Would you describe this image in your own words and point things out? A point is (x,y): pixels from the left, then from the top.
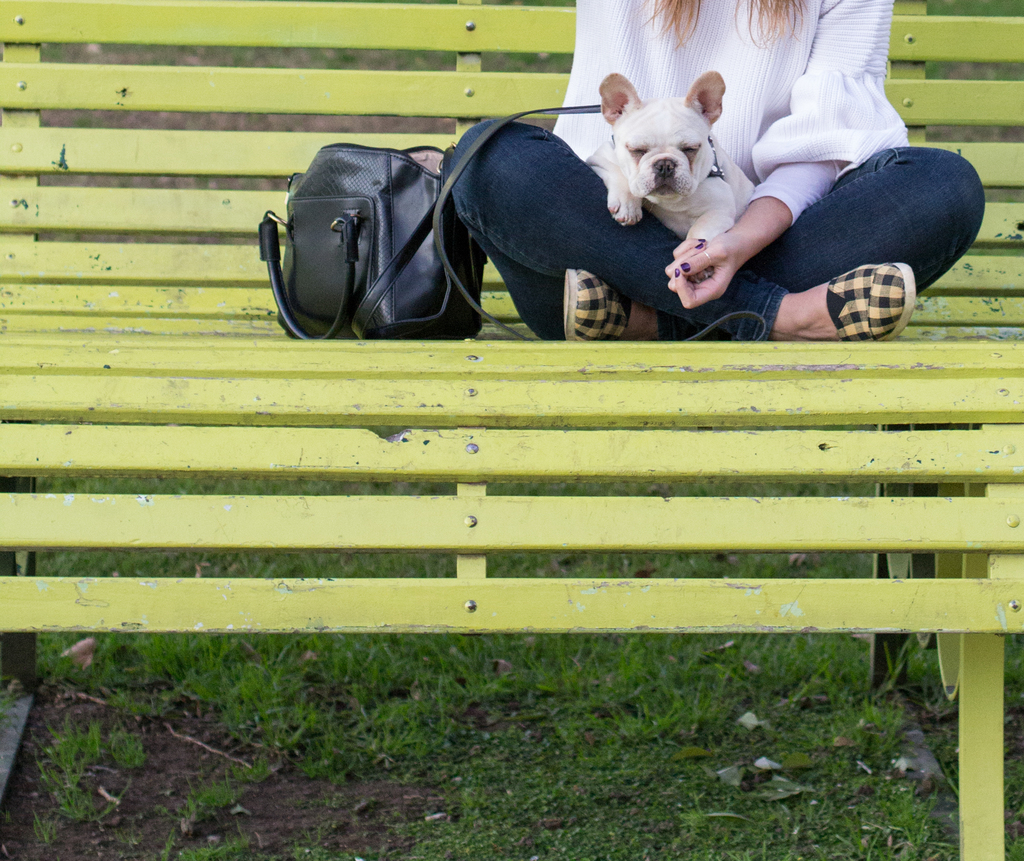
In this image i can see a person (489,224) sitting on a bench (446,374) with a dog (704,198) in her lap (625,256), and i can see a bag (445,238) beside her.
